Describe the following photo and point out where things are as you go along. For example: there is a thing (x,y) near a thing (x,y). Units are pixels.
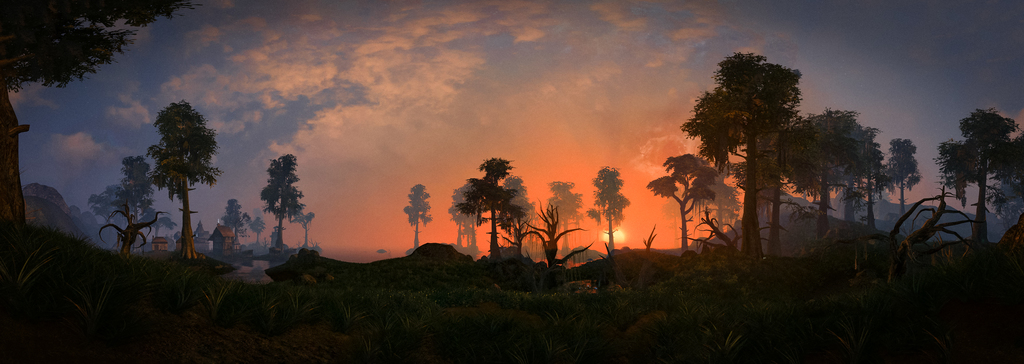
In this image, we can see so many trees (937,199), plants (331,311), houses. Background (262,111) there is a sky (451,110).
